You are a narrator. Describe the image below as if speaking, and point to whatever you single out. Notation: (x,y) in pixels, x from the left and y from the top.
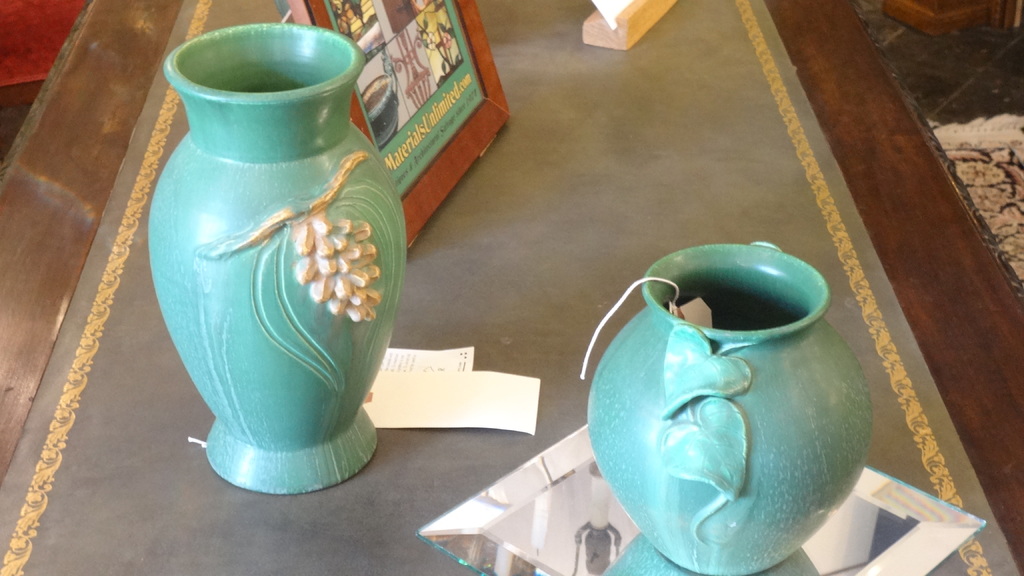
In the picture there is a flower vase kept on the table (177,493) and there is another flower vase (618,350) kept on the table (1012,501), there is a photo frame (460,175), these objects (395,149) placed on the table (637,241) and on the floor (921,57) there is a carpet (997,149).
